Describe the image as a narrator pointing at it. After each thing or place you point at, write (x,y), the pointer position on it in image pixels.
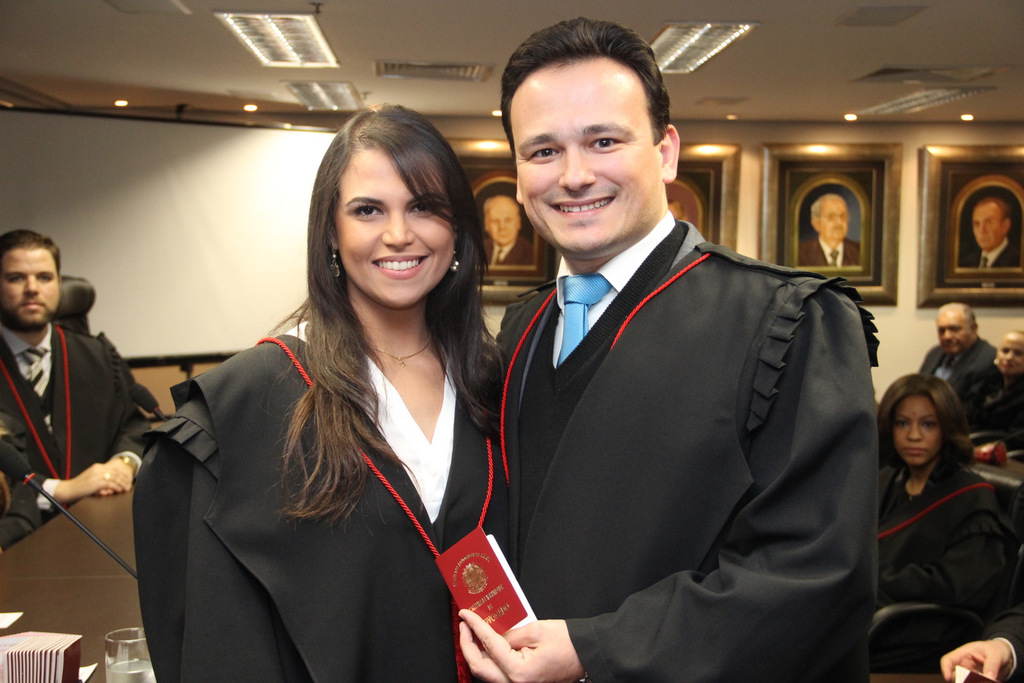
In this image, we can see persons (452,413) wearing clothes (908,537). There are photo frames (825,255) on the wall (1020,314). There is a table (77,571) in the bottom left of the image (110,583) contains a glass (119,653) and some cards (57,651). There are lights (885,112) on the ceiling (212,53) which is at the top of the image (372,61).
